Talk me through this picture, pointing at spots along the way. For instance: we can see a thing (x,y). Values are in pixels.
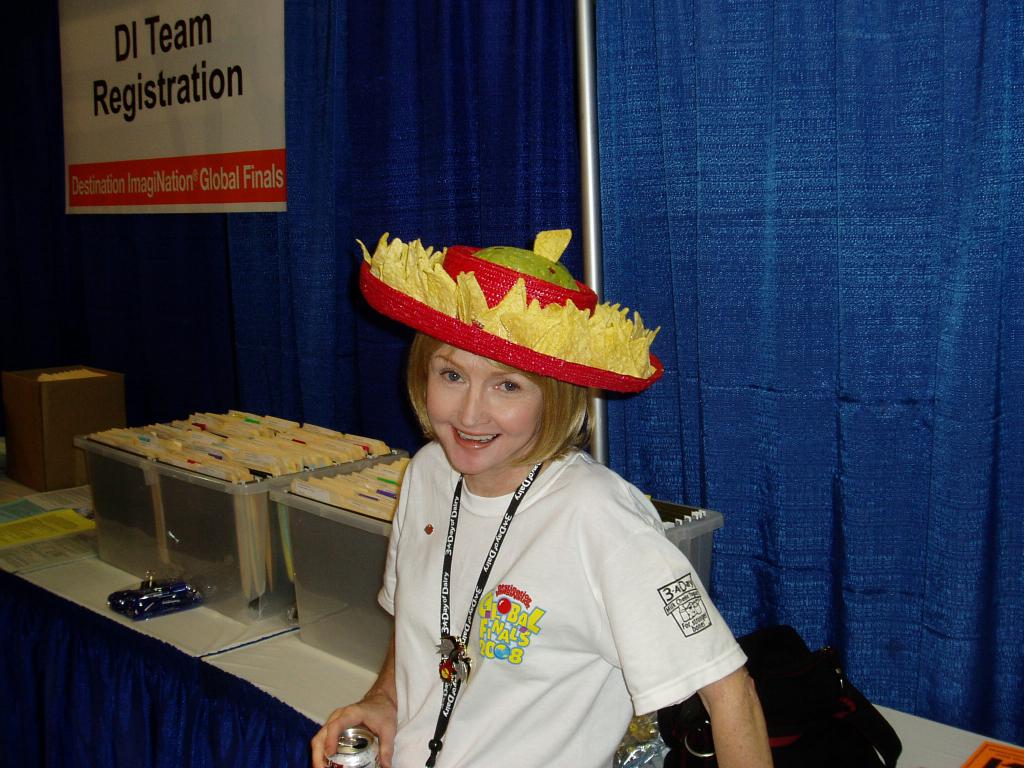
In this image we can see a woman (433,518) smiling and standing on the floor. In the background (328,356) there are curtain (682,196) and an advertisement (252,138) attached to it, objects (190,462) arranged in the plastic containers (173,478) and placed on the table (168,650).
